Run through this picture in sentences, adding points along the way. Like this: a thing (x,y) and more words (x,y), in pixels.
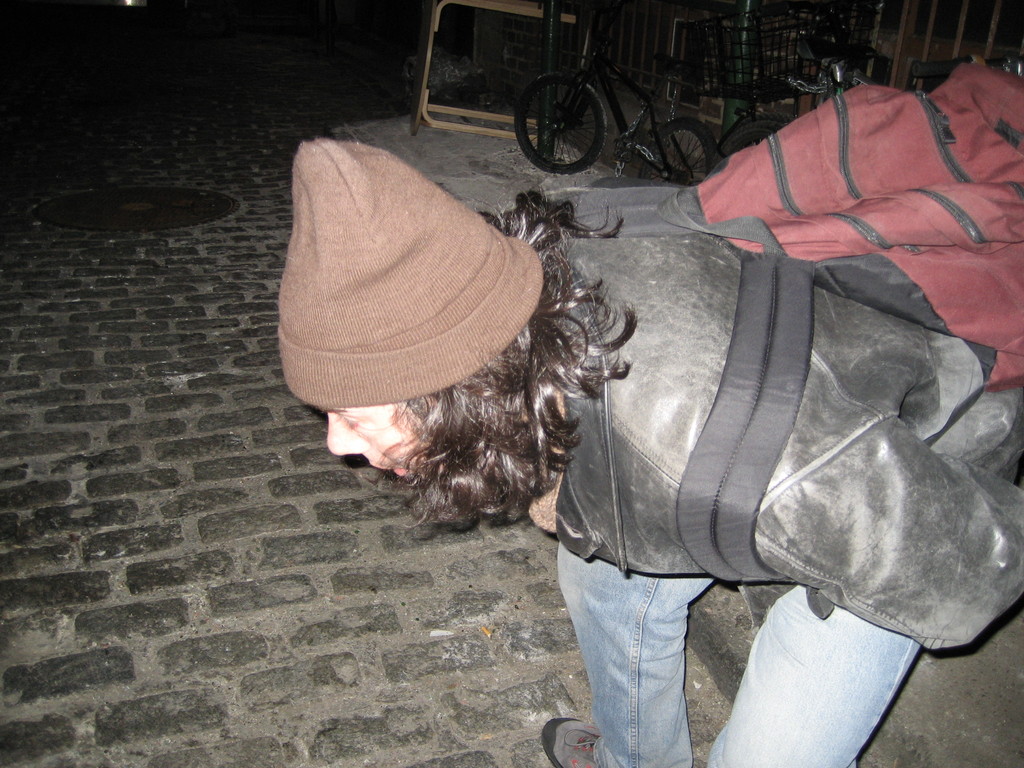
here we see a person (815,757) bending and carrying a backpack (807,351) on his back (659,323) and on the right side of him we can see a bicycle (662,156) parked.
